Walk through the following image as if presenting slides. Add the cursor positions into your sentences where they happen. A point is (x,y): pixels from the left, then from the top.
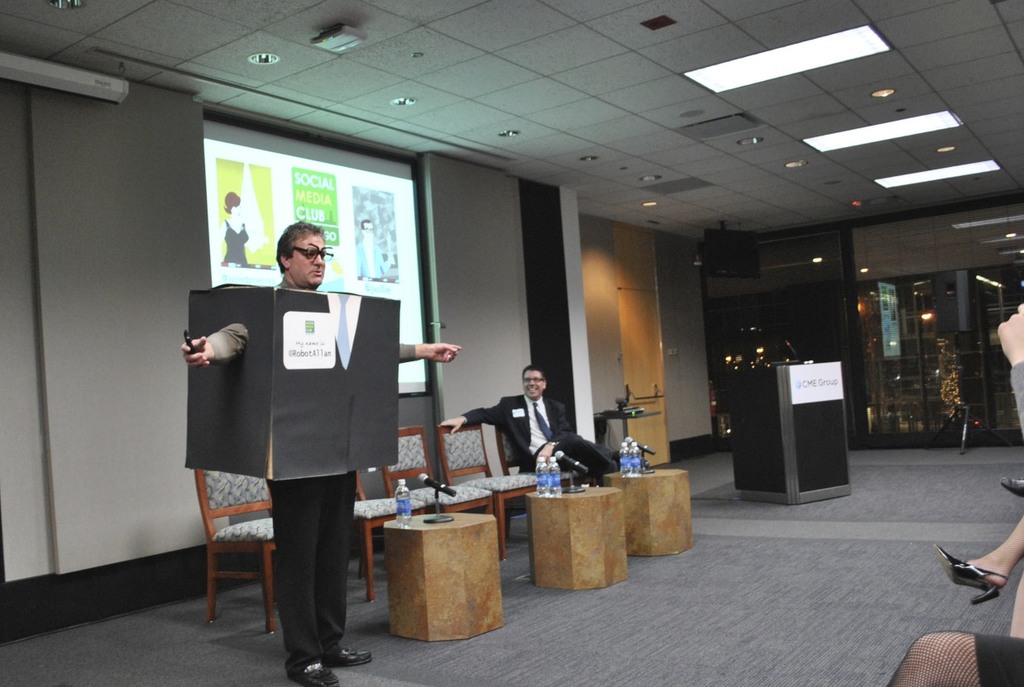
Here in this picture, in the front (295,291) we can see a man (308,306) wearing a box (301,373), standing over a place and beside him we can see number of chairs (229,574) present and we can also see tables (442,529) with microphones (443,486) and bottles (399,524) present over there and we can see another person (475,414) sitting on a chair (505,436) and smiling and beside him we can see a speech desk (776,372) present and behind them we can see projector screen (295,160) with something projected on it and we can see lights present on the roof (640,66) and we can also see glass doors (814,294) present and on the right side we can see other people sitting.
